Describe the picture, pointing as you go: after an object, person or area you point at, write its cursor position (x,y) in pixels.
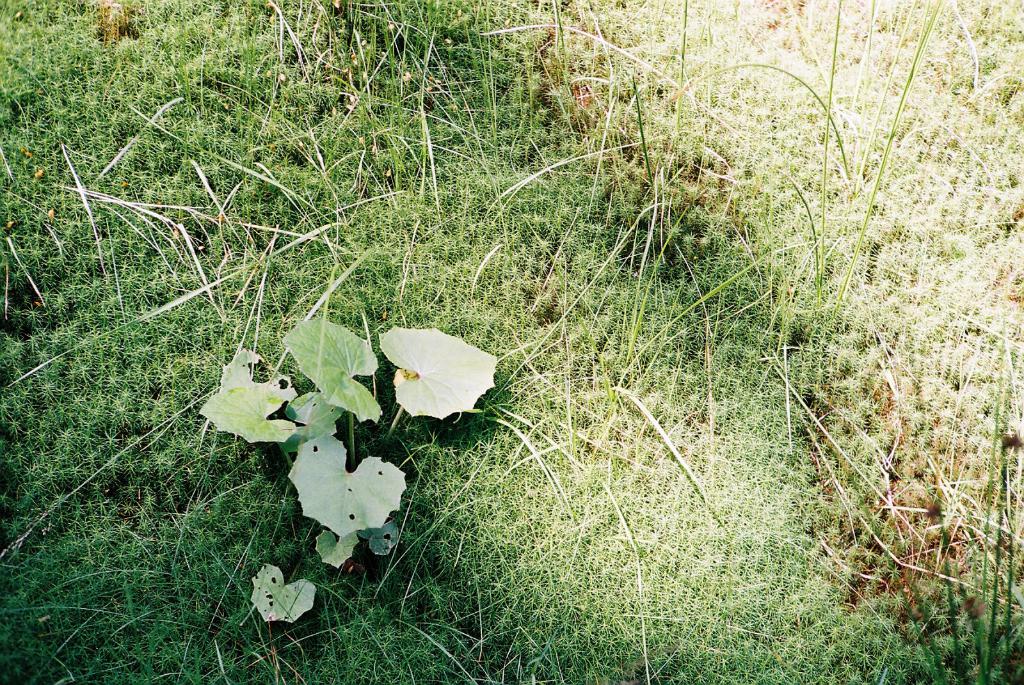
In the picture we can see a grass surface (727,442) on it we can see a plant (363,525) with leaves (348,521) with some holes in it.
